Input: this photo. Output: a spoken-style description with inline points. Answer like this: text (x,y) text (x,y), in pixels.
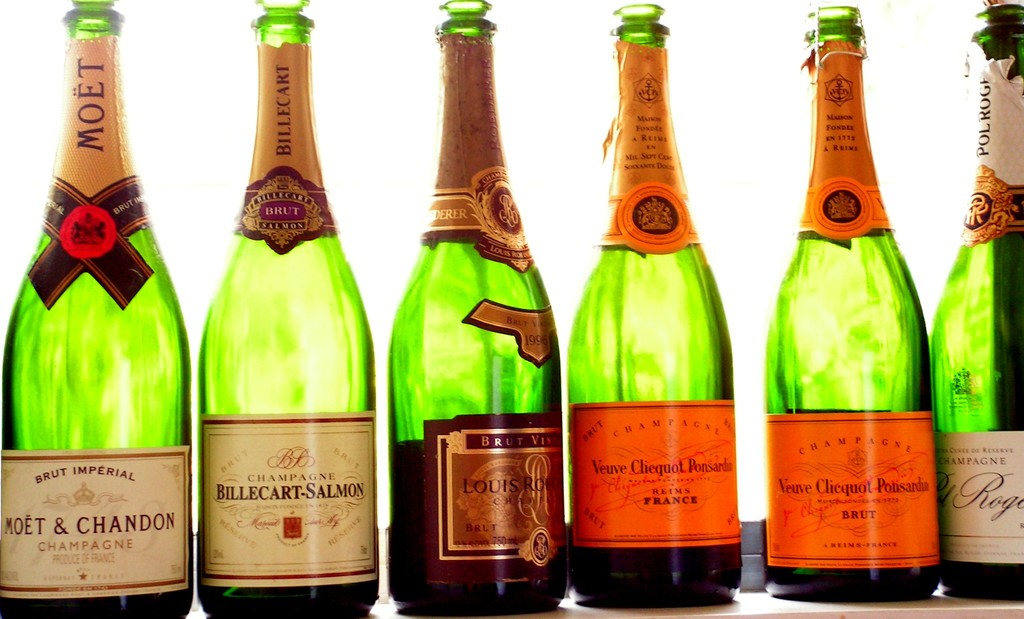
We can able to see bottles (621,400). On this bottles (423,494) there are stickers (318,482).
